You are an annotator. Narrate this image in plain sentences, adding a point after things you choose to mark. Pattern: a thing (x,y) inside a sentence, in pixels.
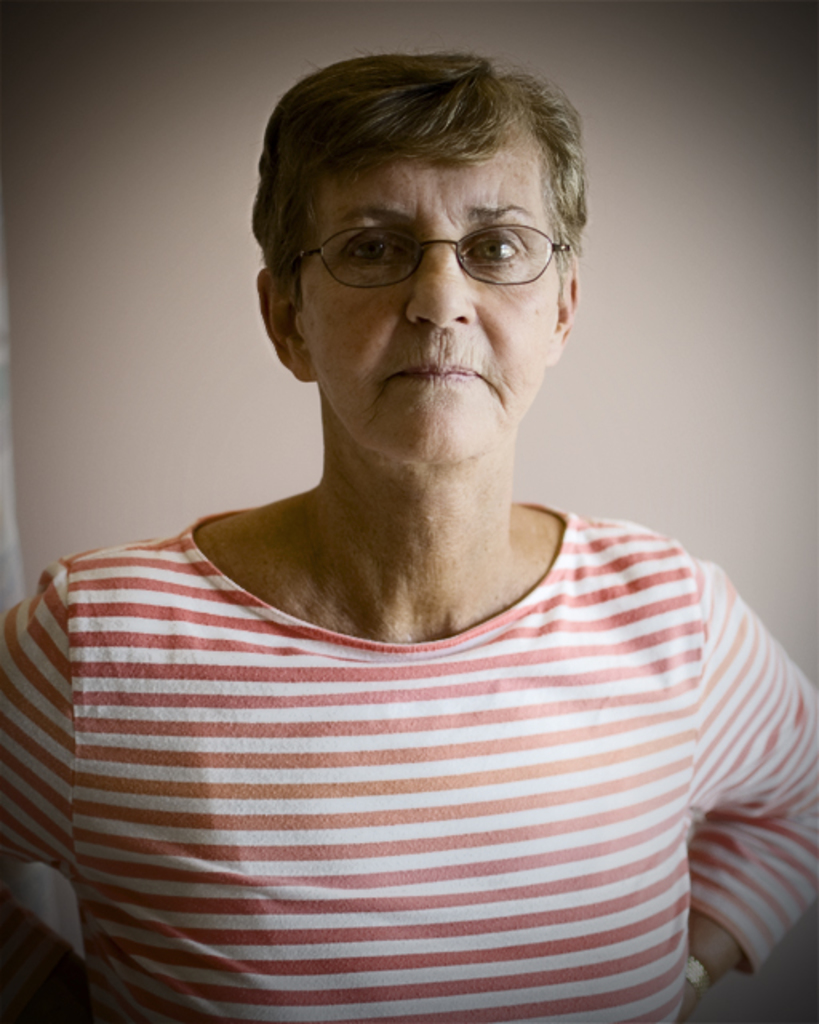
In the center of the image (432,441) we can see a lady (373,464) is standing and wearing t-shirt (636,1012), spectacles (504,263), watch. In the background of the image (787,40) we can see the wall (44,326).
